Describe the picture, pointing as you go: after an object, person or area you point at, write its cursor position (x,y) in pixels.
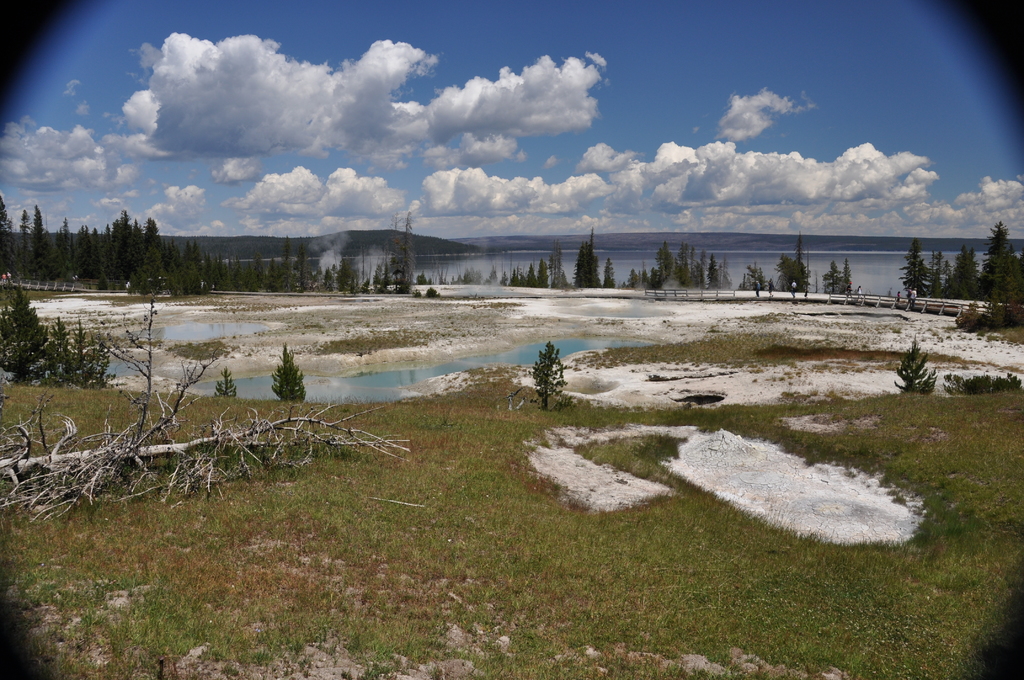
In the image we can see there is ground (524,592) covered with grass (405,545) and there are lot of trees (542,358). Behind there is water (601,309) on the ground (529,304) and there is a cloudy sky (525,118).
